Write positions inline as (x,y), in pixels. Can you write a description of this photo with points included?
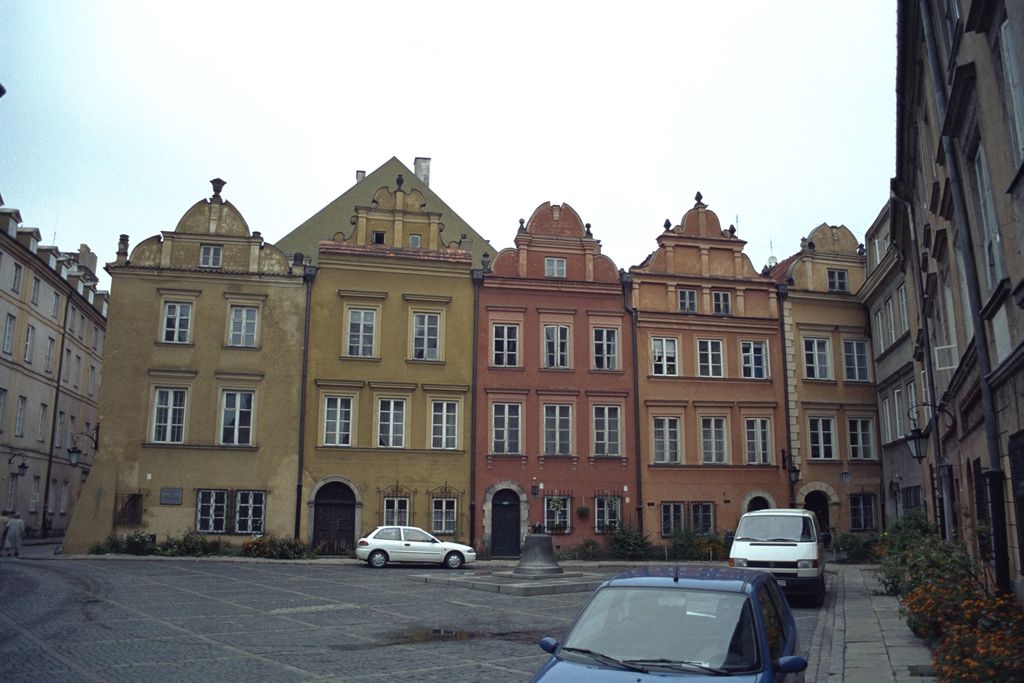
In this image, we can see some plants (966,667) and buildings (571,321). There are cars (737,528) at the bottom of the image (790,549). There is a sky (442,68) at the top of the image (442,68).
